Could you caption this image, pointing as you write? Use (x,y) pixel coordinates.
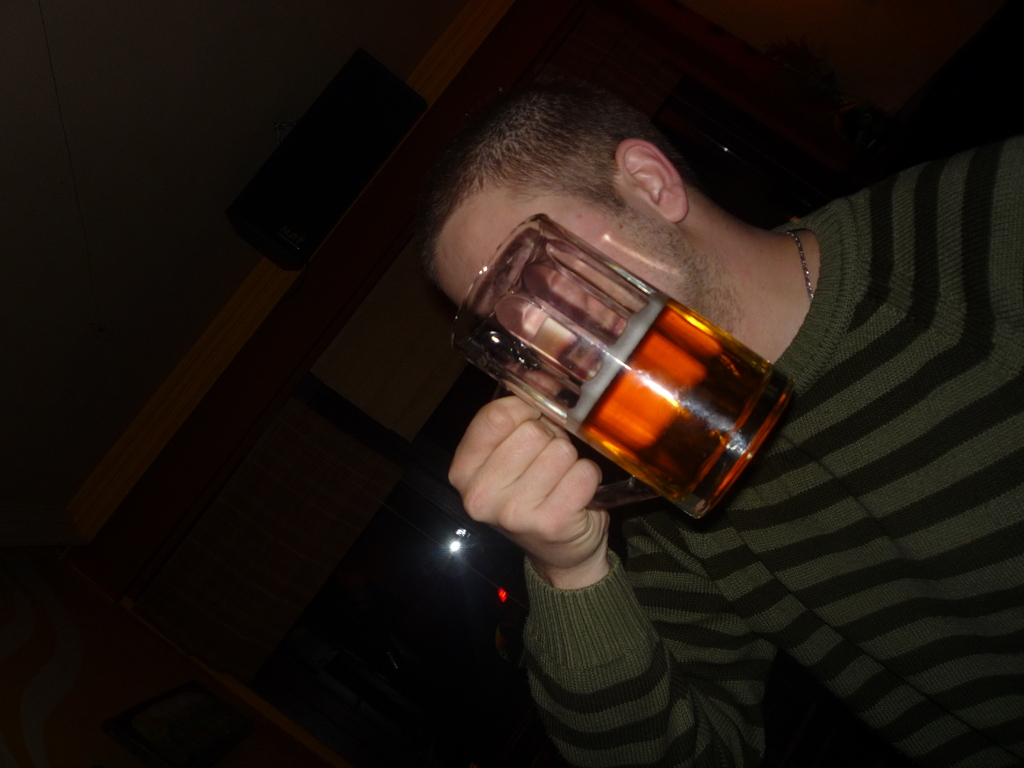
In this image I can see a person (606,198) holding a glass (680,395). The person (875,437) is wearing green and black color shirt (840,400) and I can see dark background (34,264).
